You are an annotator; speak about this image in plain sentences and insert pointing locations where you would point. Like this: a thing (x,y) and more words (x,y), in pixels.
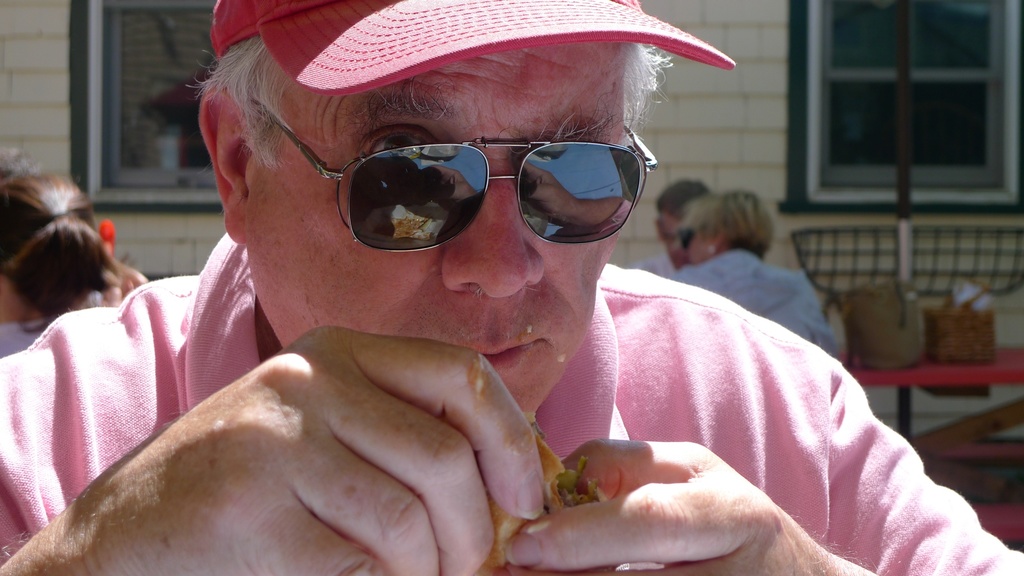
In this image there is a person (467,309) with a hat (476,31) and spectacles (531,191) holding a food item (549,498), and in the background (923,192) there are group of people (58,228) sitting, table (974,379), windows (851,21) of a building (147,46).
